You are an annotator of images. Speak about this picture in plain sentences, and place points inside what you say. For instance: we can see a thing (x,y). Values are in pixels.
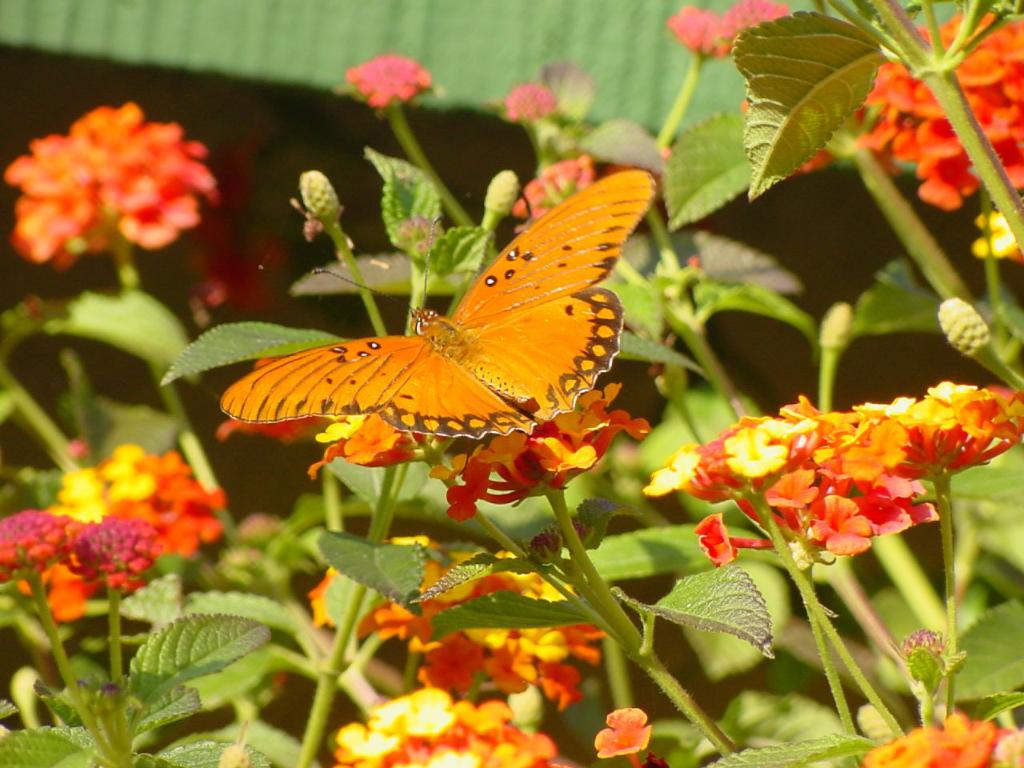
This picture is clicked outside. In the center (558,352) we can see a butterfly (444,411) on the flower (483,465) and we can see the flowers (119,555), buds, green leaves (415,195) and plants (895,203). In the background (81,28) there is a green color object (431,60) and we can see some other objects (254,296).
